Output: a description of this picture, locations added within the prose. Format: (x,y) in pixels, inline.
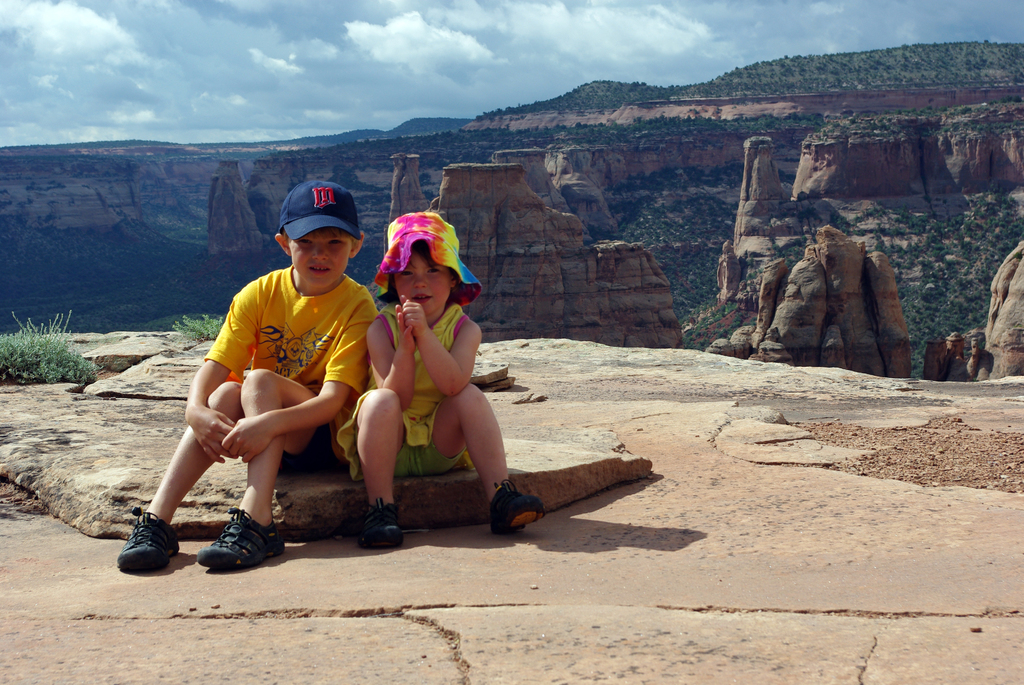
In this image there are two children (232,328) sitting on the rock (71,468). At the back side (558,293) there are trees (657,229), rocks (556,152), mountains (374,177) and sky (373,96).
